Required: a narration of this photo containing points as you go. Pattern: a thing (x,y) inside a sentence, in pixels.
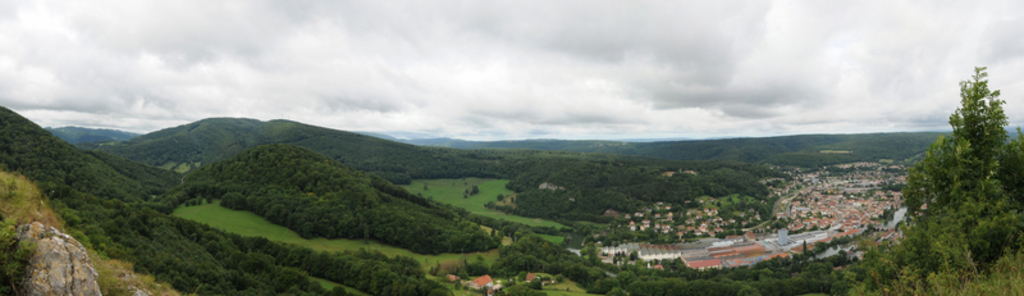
In this image I can see the buildings (637,253), many trees (333,209) and the mountains (340,177). In the background (491,107) I can see the clouds (472,104) and the sky (411,115).
